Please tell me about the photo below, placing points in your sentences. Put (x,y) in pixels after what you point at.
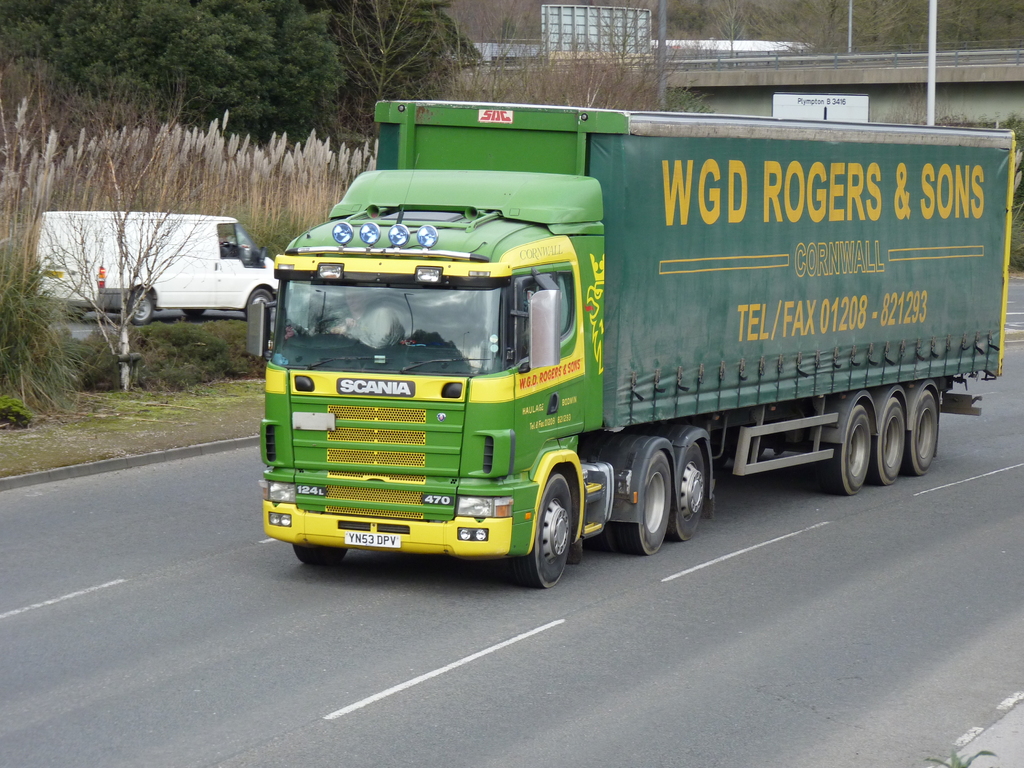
In the center of the image (404,483) we can see truck (628,539) on the road (578,595). On the left (135,321) there is a van (157,283). In the background (247,120) there are trees (639,84), bridge (921,88) and poles (660,88).
